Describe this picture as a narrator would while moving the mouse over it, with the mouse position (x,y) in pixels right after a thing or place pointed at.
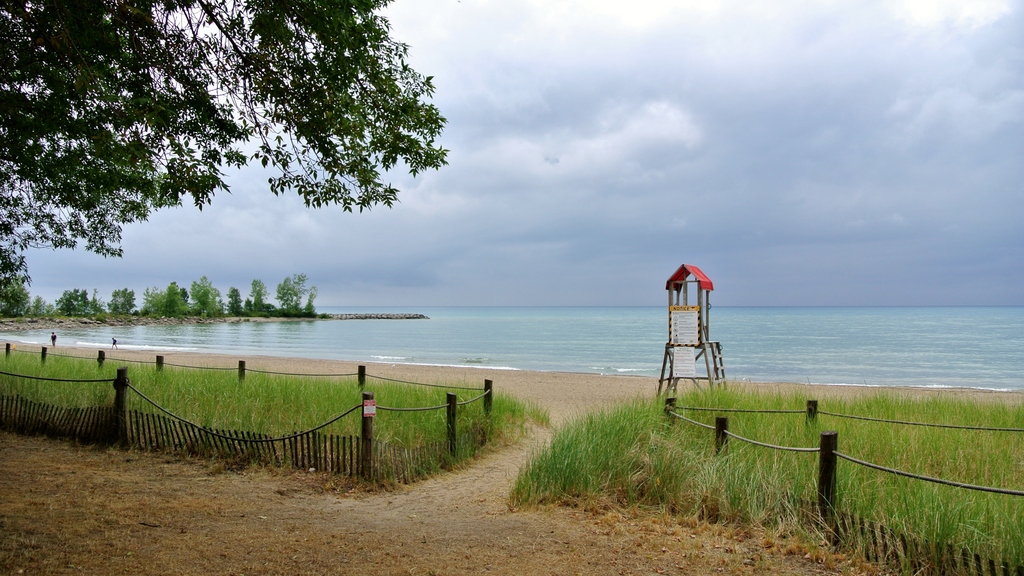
In this image we can see some grass (524,468), a wooden fence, some poles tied with ropes (718,411), a lifeguard stand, some boards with text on them, a large water body (977,350), a group of trees (205,281) and the sky (735,140) which looks cloudy.
